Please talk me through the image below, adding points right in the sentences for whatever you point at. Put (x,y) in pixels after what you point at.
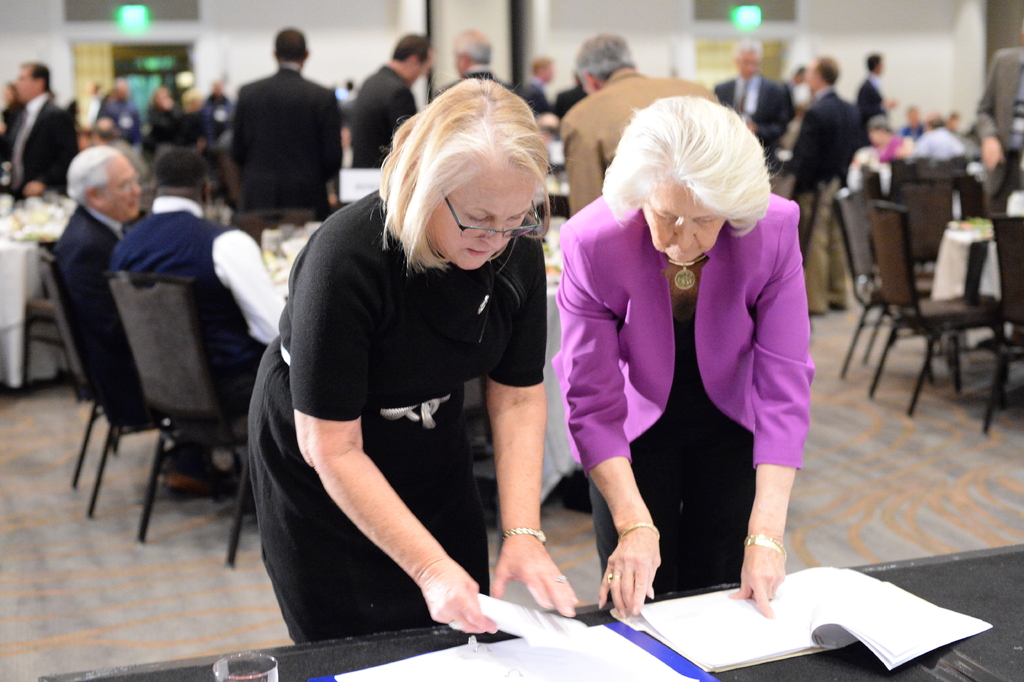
In this image I can see people (418,209) among them some are standing and some are sitting on chairs (181,365) in front of tables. On tables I can see some objects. Here I can see book (689,634) and some other objects (613,639) on a black color surface (853,648). The background of the image (319,102) is blurred.
